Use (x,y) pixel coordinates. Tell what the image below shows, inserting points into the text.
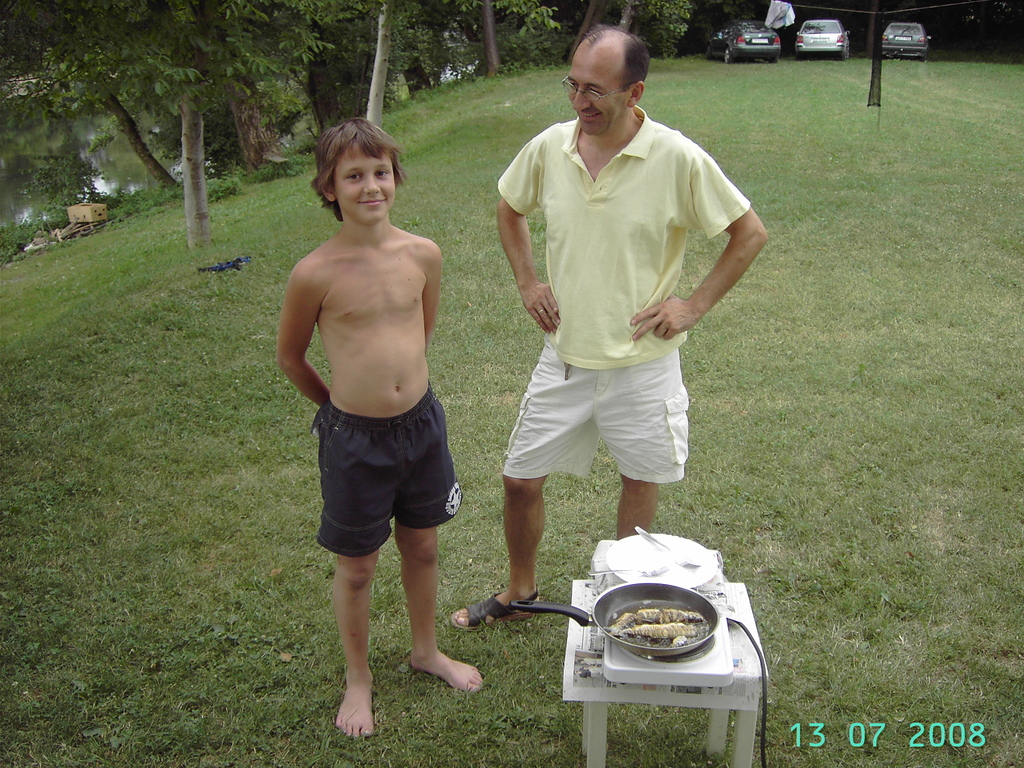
In this image, we can see people (537,160) standing and one of them is wearing glasses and there is a pan (571,616) containing food (648,618) and a plate (660,580) are placed on the stove (670,670) and there is a table (586,693). In the background (276,65), there are trees (858,44) and we can see vehicles (797,47) on the ground (810,188) and we can see clothes (773,15) hanging to the rope (859,11) and there is a pole (869,104). At the bottom (856,736), we can see some text (798,728).
